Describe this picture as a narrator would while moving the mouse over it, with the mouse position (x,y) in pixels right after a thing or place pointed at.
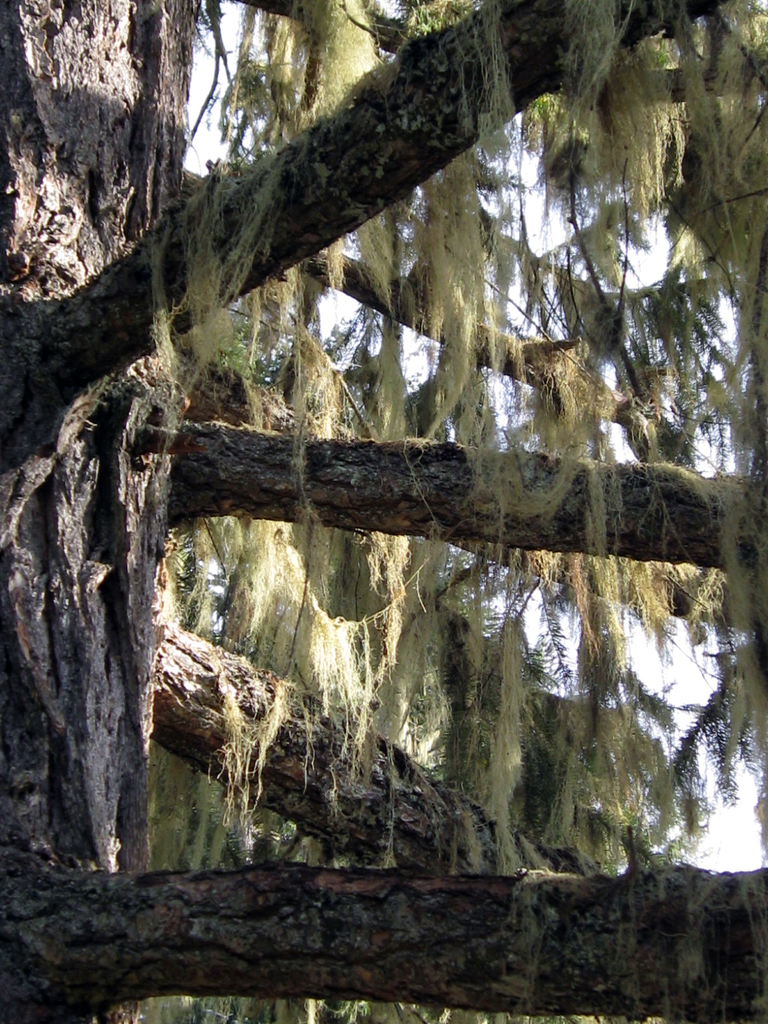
In this image I can see a tree (246,907) which is ash, brown, black and green in color. In the background (536,195) I can see the sky (631,247).
